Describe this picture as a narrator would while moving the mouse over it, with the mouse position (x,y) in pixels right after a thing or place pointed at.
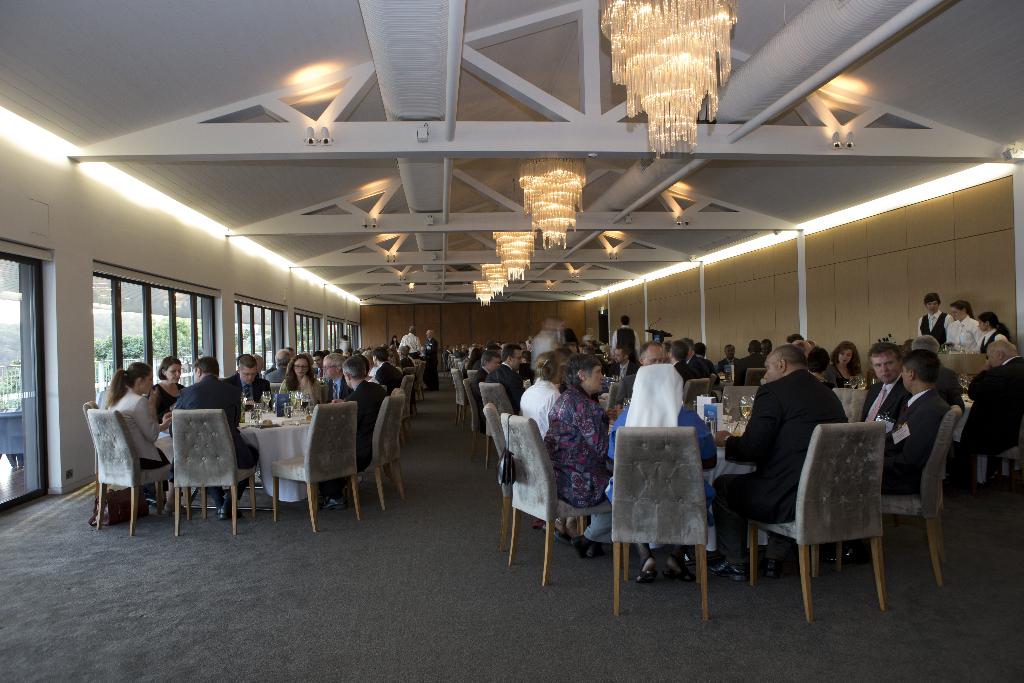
Here this looks like a dining hall (472,415) in which groups of people (698,415) are present having their meal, at the top (547,187) we can see chandeliers (553,236) and at the left side (190,349) we can see doors (32,396) and greenery (184,334).
